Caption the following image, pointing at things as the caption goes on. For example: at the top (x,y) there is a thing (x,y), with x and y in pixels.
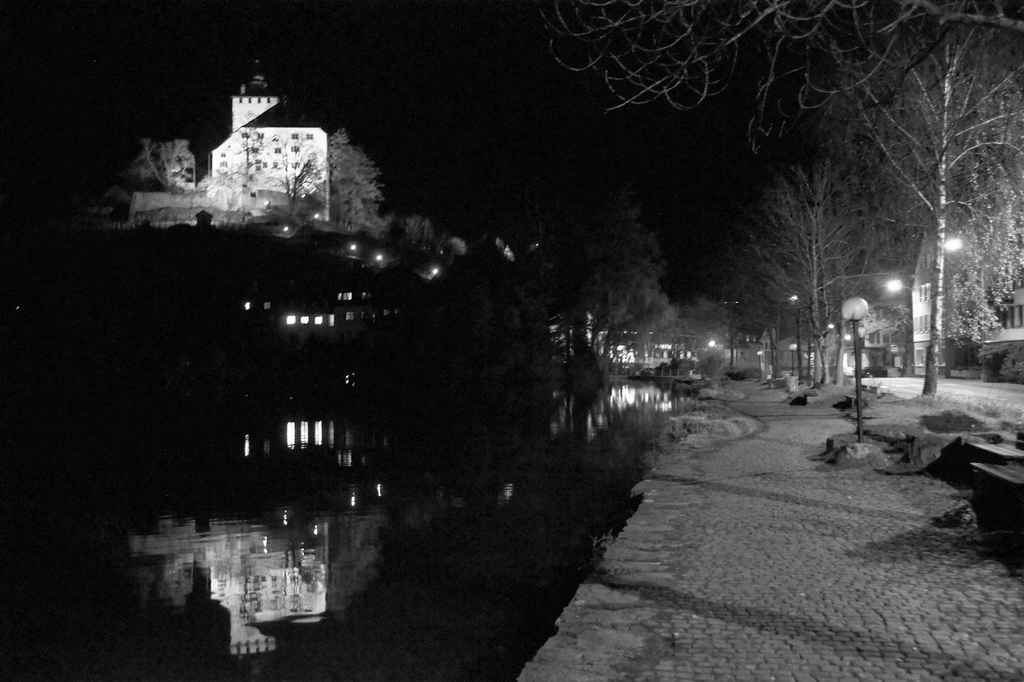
In this image I can see the black and white picture in which I can see the ground (858,531), few poles (858,384), few trees (820,323), few lights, the water (341,511), few buildings (943,357) and in the background (235,202) I can see few lights (268,204), few buildings (262,166) and the dark sky (370,111).
